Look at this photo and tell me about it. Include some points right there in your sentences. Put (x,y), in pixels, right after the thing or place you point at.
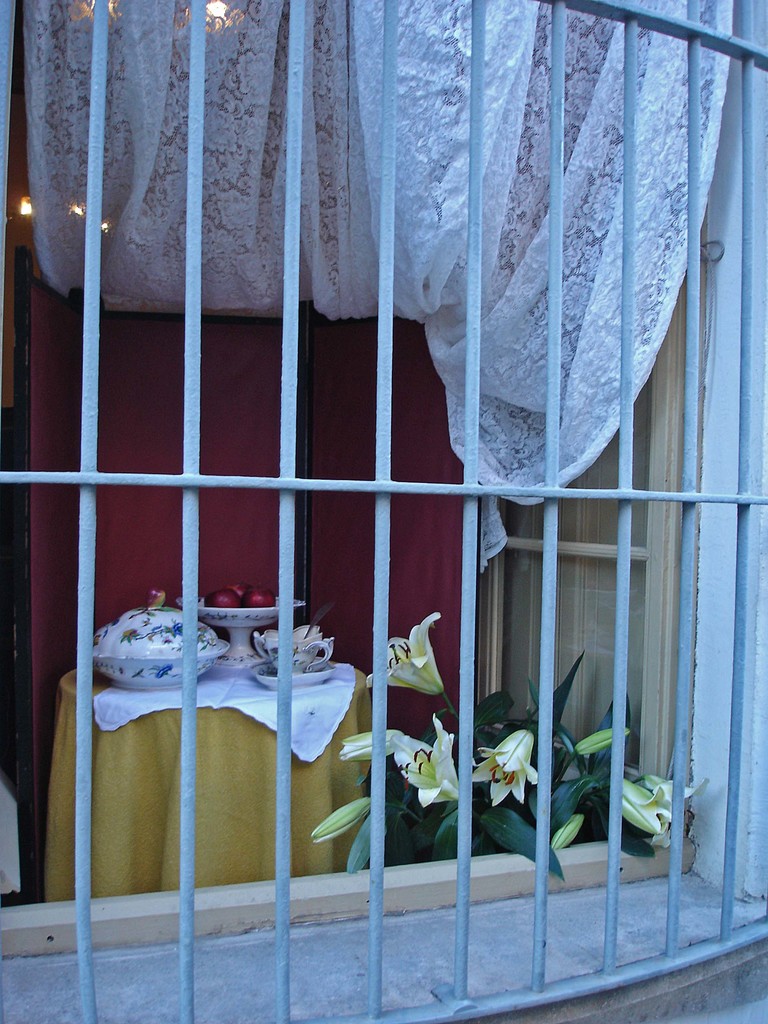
Through this grill (554,514) we can see curtains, plant (444,745) and table (326,720). Above this table (203,723) there is a bowl (161,609), things (300,664) and fruits (259,604). To this plant (490,761) there are flowers (448,760).
